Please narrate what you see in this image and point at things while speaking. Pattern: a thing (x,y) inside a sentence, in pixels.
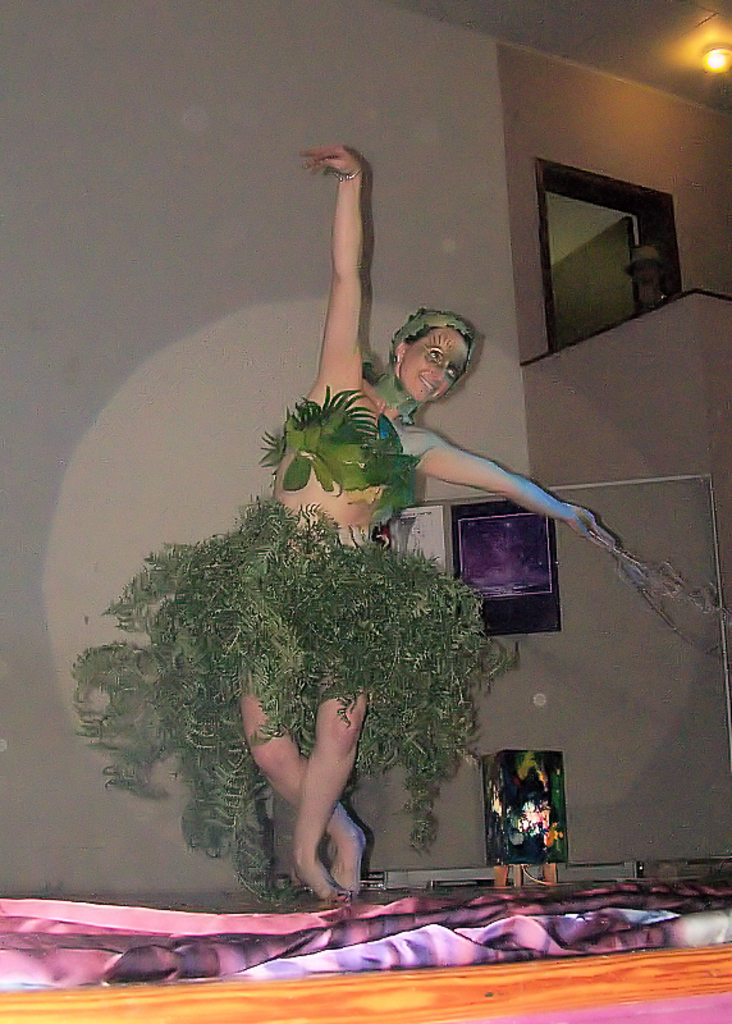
In this picture I can see a person (373,638) in a fancy dress (362,575), there are papers (497,551) on the wall (542,438), there is a door (589,225) and a light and there are some other objects (23,924).
